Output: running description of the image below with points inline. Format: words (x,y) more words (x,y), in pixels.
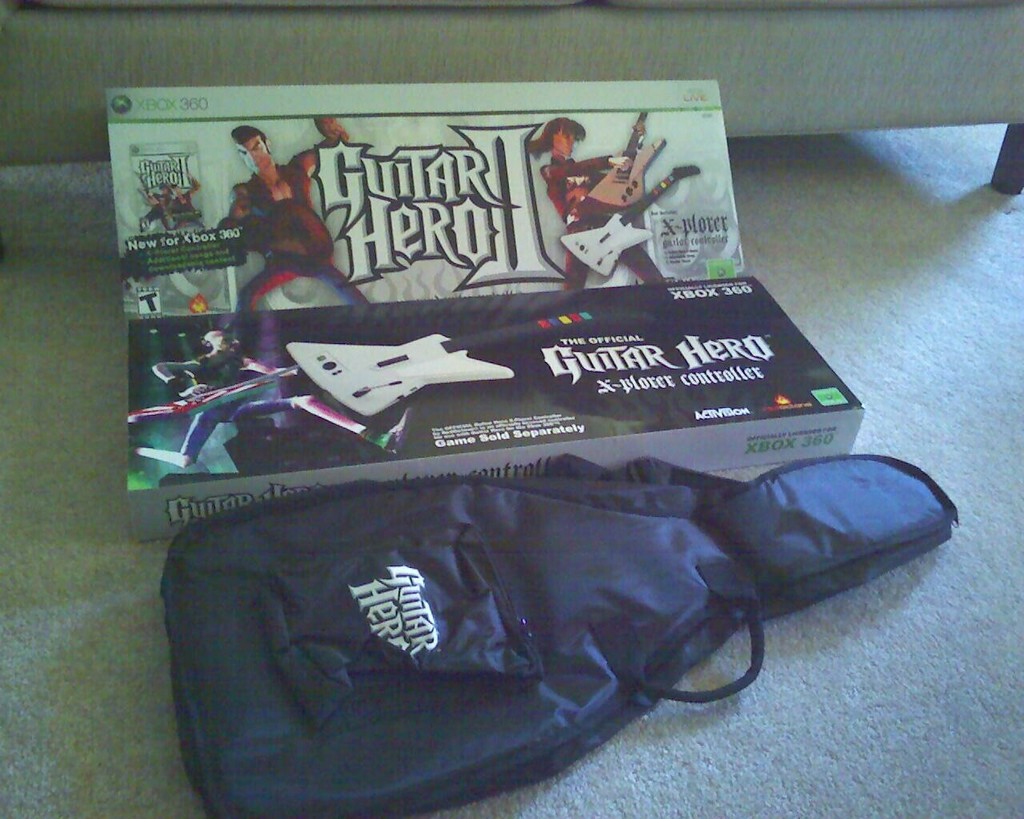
At the center of the image (513,355) there is a box (478,300) and guitar (451,645) on the floor (797,682). In the background (669,73) there is a sofa (764,53).
